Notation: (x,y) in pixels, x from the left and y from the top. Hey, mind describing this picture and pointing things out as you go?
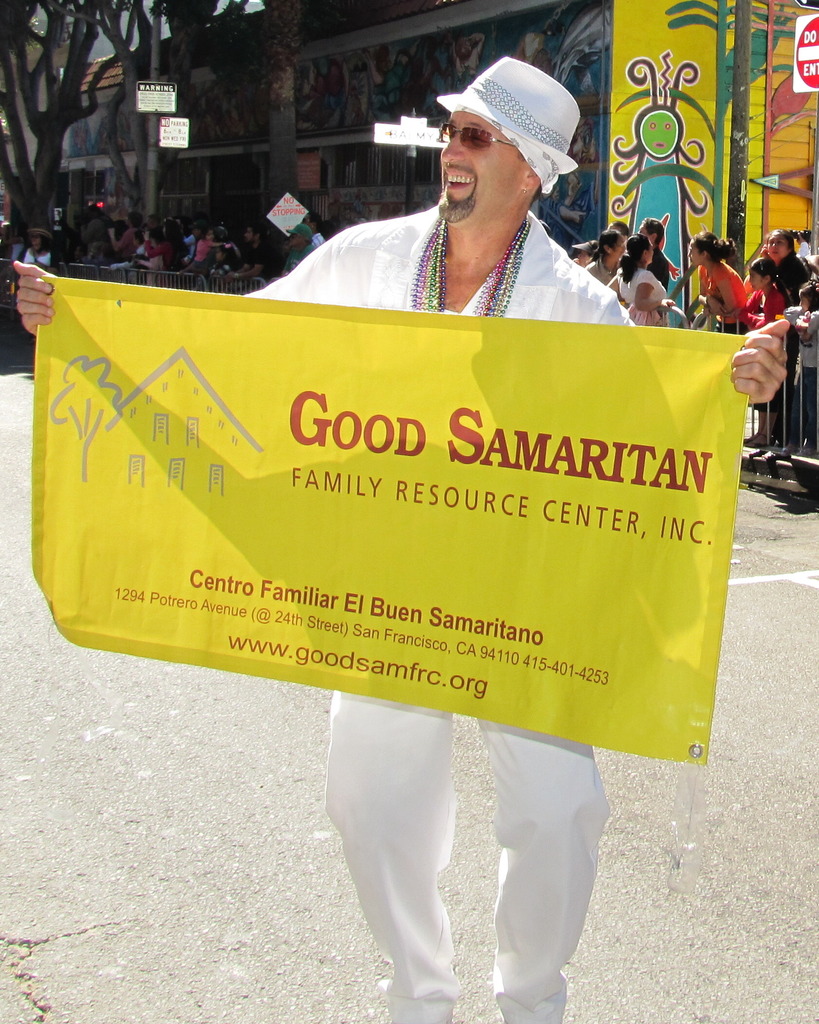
In the foreground of this image (405,527), there is a man (545,314) in white dress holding a yellow color banner (259,619) on the road (235,861). In the background (650,259), there are people (717,244) behind the railing (791,381), few graffiti paintings (632,50) on the wall (351,124), boards (279,211) and the trees (139,76).
